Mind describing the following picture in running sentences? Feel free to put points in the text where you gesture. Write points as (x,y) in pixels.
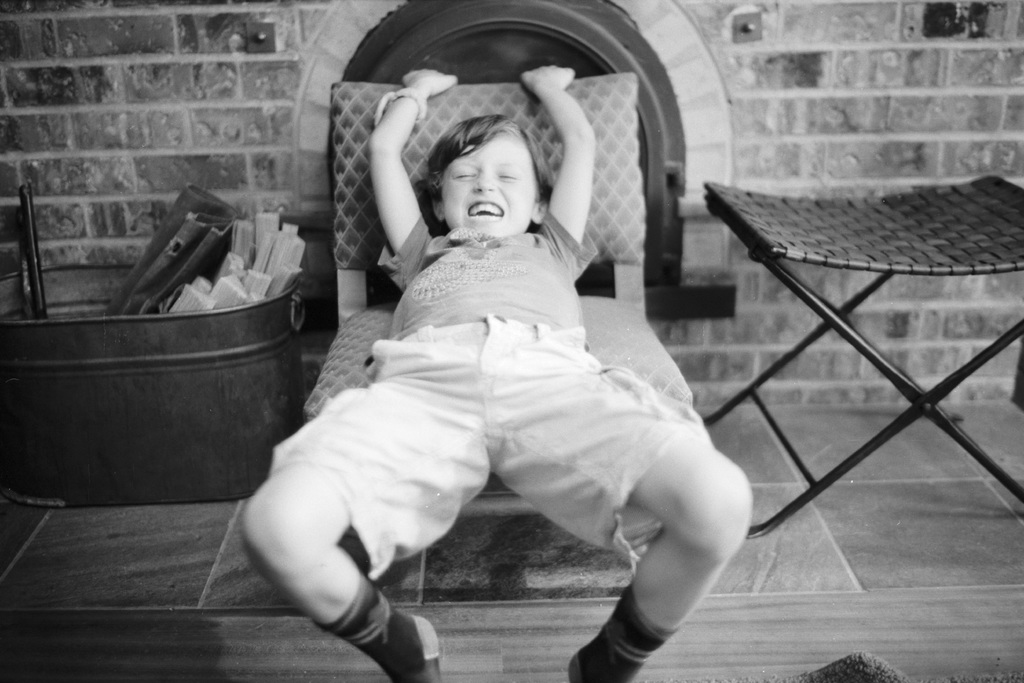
In this picture there is a boy (653,509) sitting on the chair (527,123). On the right side of the image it looks like a chair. On the left side of the image (205,254) there are objects (205,254). At the back (223,72) there is a wall (23,136). At the bottom (142,590) there is a floor (173,617).
